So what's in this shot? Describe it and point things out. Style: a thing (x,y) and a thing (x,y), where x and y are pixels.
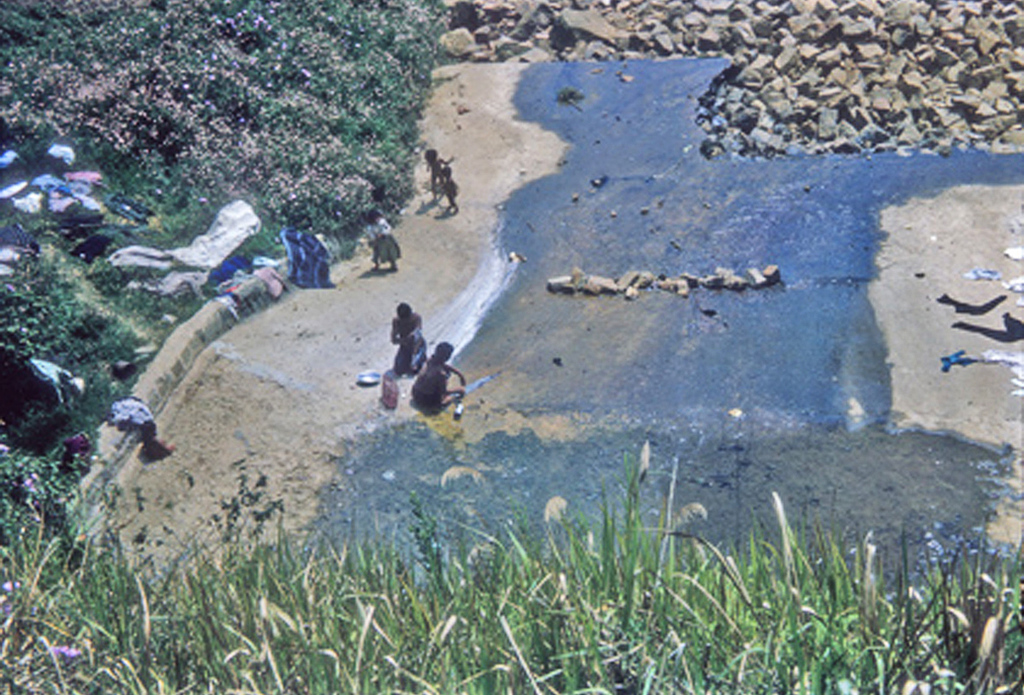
In this image I can see at the bottom (603,567) there are plants (530,579) in the middle (494,324) few people (399,354) are playing with water (622,386) that is flowing. On the left side (195,249) there are clothes (176,291) that are drying, on the right side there are stones (983,12).
